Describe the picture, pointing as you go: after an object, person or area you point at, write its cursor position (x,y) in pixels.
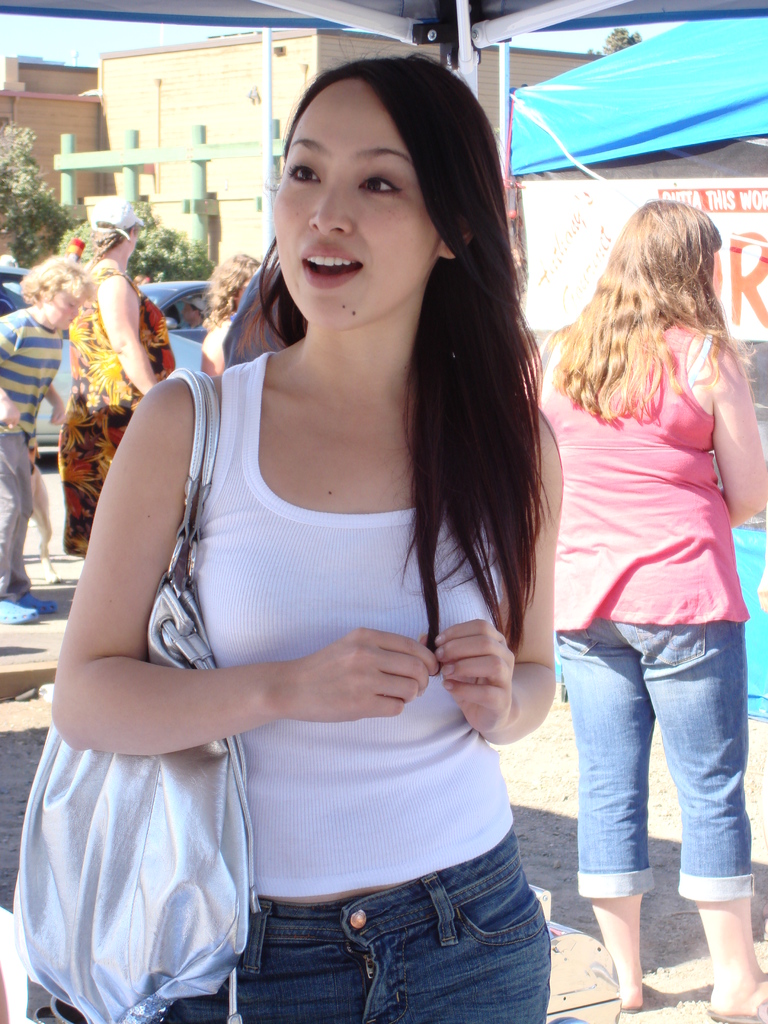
In this image, there is an outside view. There are group of people (293,527) standing and wearing clothes (37,339). There is a building (239,176) at the top of the image (321,43).
